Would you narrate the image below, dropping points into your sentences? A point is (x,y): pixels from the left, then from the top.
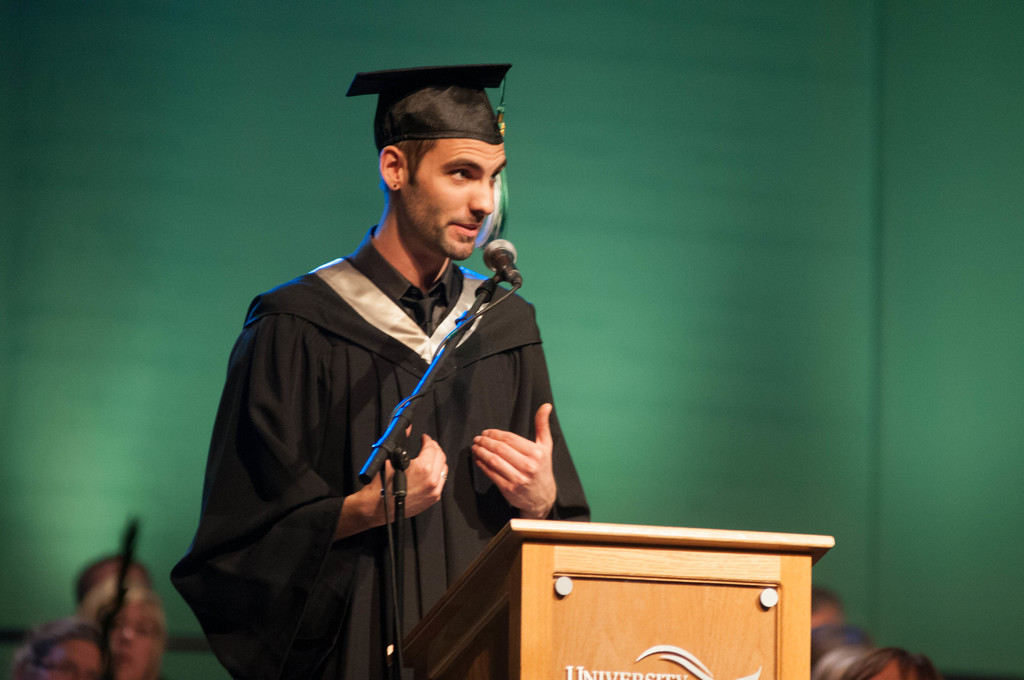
In this picture there is a boy (309,387) in the center of the image (512,340) and there is a mic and a desk (575,567) in front of him and there are people (132,677) at the bottom side of the image (38,677), it seems to be he is on the stage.
